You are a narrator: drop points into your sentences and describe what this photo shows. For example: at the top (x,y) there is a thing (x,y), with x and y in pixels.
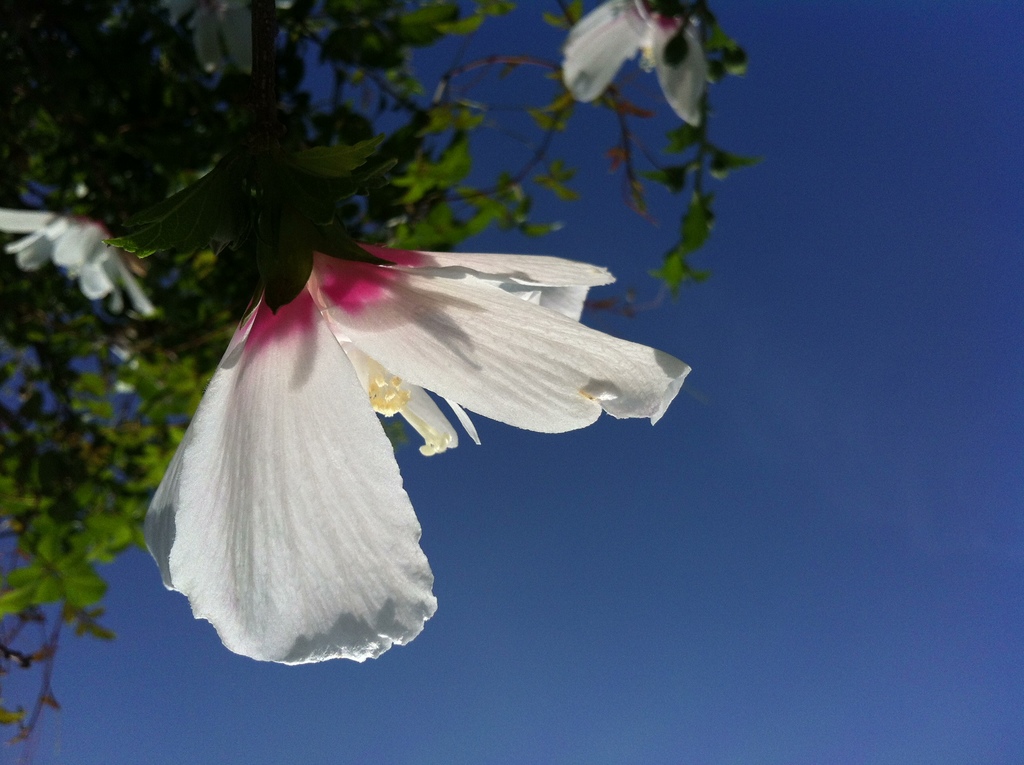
In this image, we can see a tree (421,172) with flowers (365,262) and in the background (716,514), there is sky (675,535).
